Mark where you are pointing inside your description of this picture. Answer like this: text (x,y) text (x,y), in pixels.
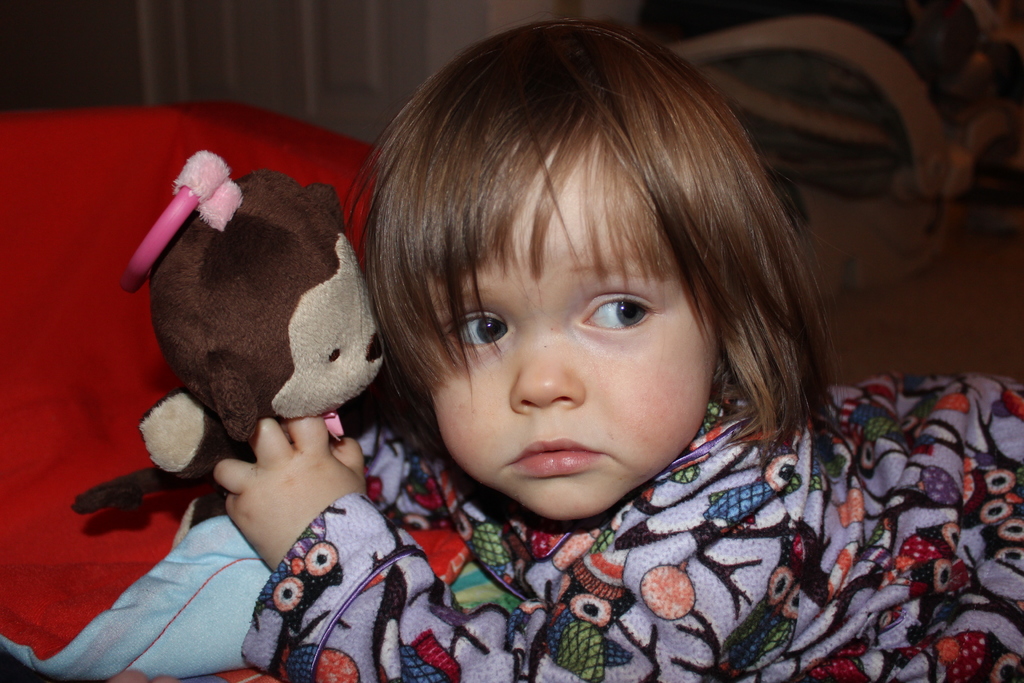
In this image a baby (674,411) is lying on the bed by holding a toy (233,418) in her hand (275,424). There is a red colour pillow (73,254) on bed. Behind her there is wall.
